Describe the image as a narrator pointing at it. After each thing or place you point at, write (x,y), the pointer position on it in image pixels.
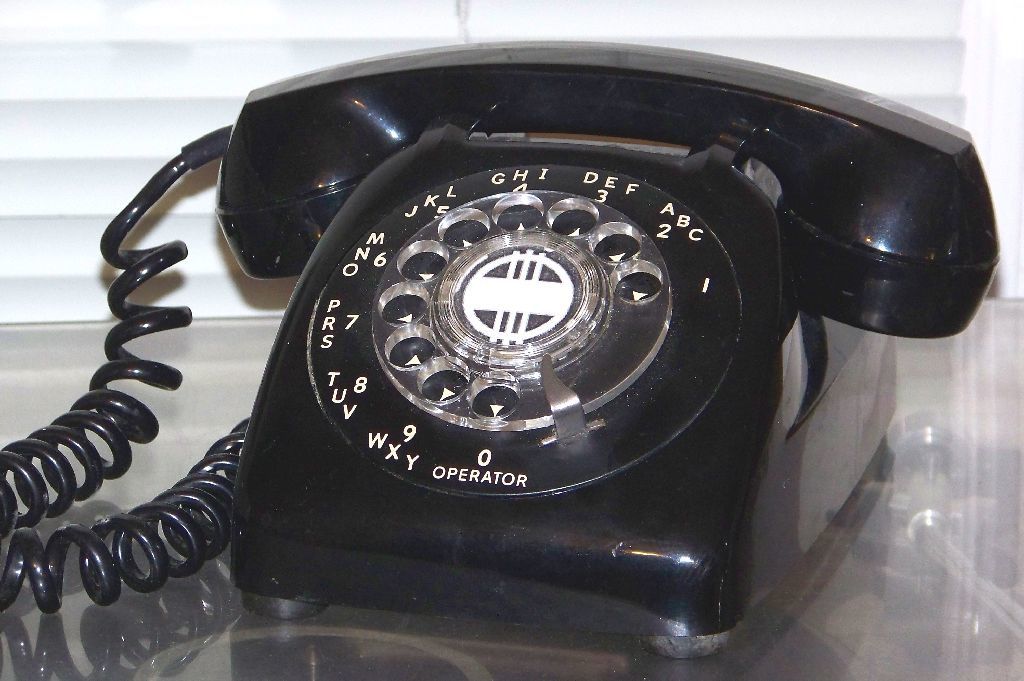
In this image, we can see a telephone (574,430) on the glass surface (288,633). In the background (141,291), we can see the wall (91,249).
